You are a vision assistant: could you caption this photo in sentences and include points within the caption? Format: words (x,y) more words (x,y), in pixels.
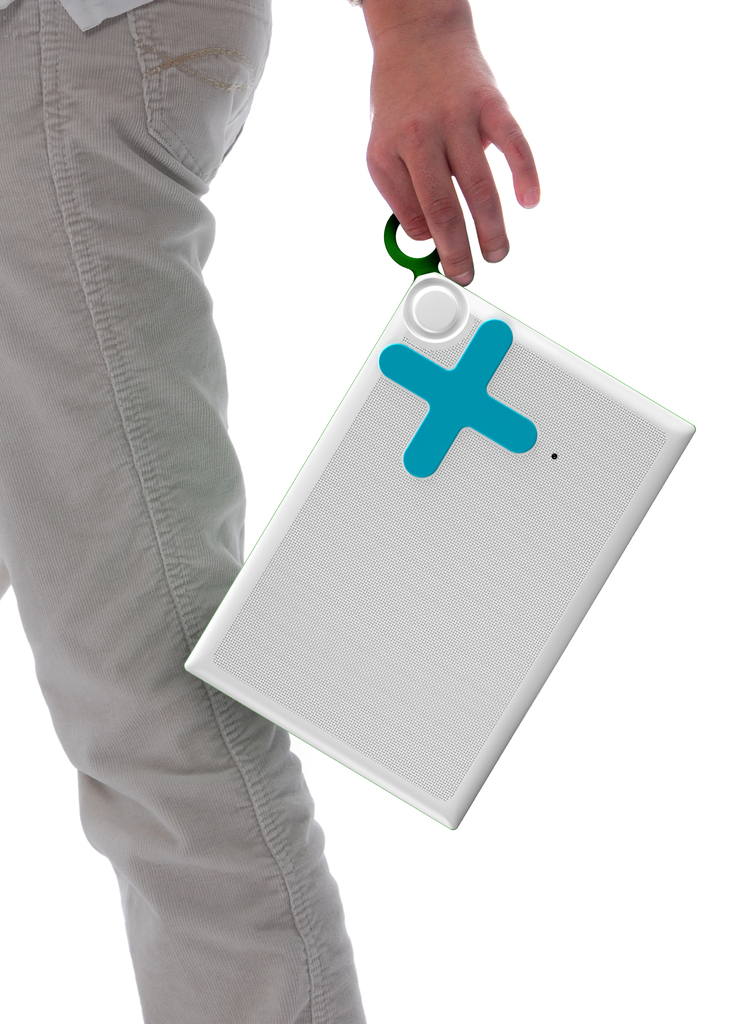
In the image there is a leg (200,363) of a person (202,339) and the person (404,179) is holding some object (421,481).
